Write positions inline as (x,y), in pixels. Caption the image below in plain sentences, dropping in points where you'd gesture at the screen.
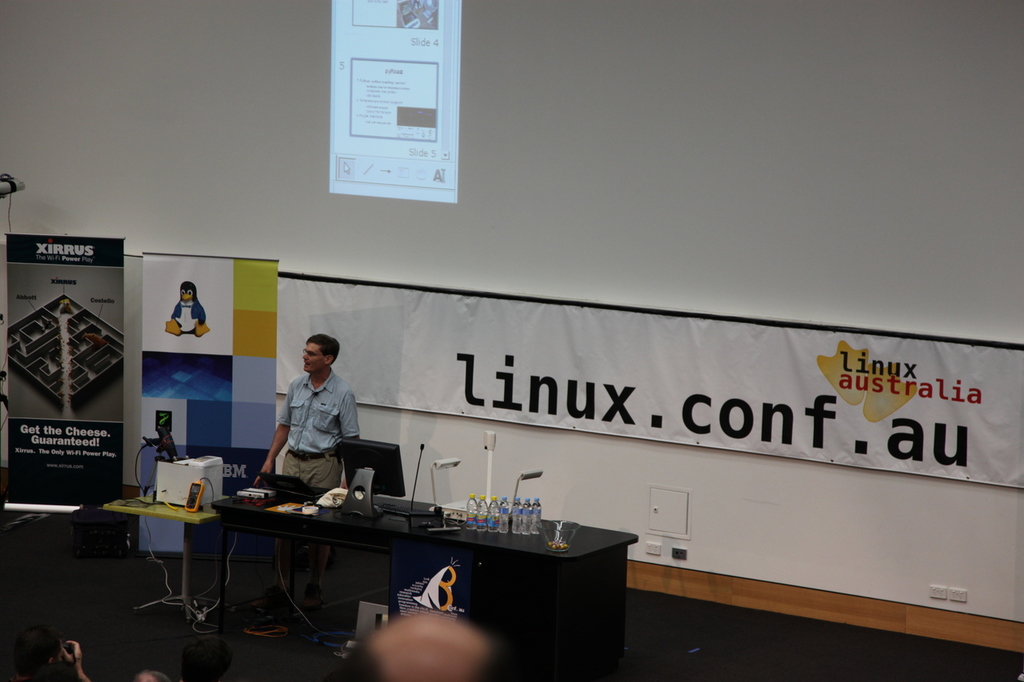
It is a Linux Expo a person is standing in front of a table (402,538) with monitor (370,493), bottles (494,521), laptops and other gadgets (246,499) beside him there is a linux board (644,347) to the wall (463,273) upside there is a presentation (442,124) being displayed in the background (583,115) there is a white color wall (679,155).
